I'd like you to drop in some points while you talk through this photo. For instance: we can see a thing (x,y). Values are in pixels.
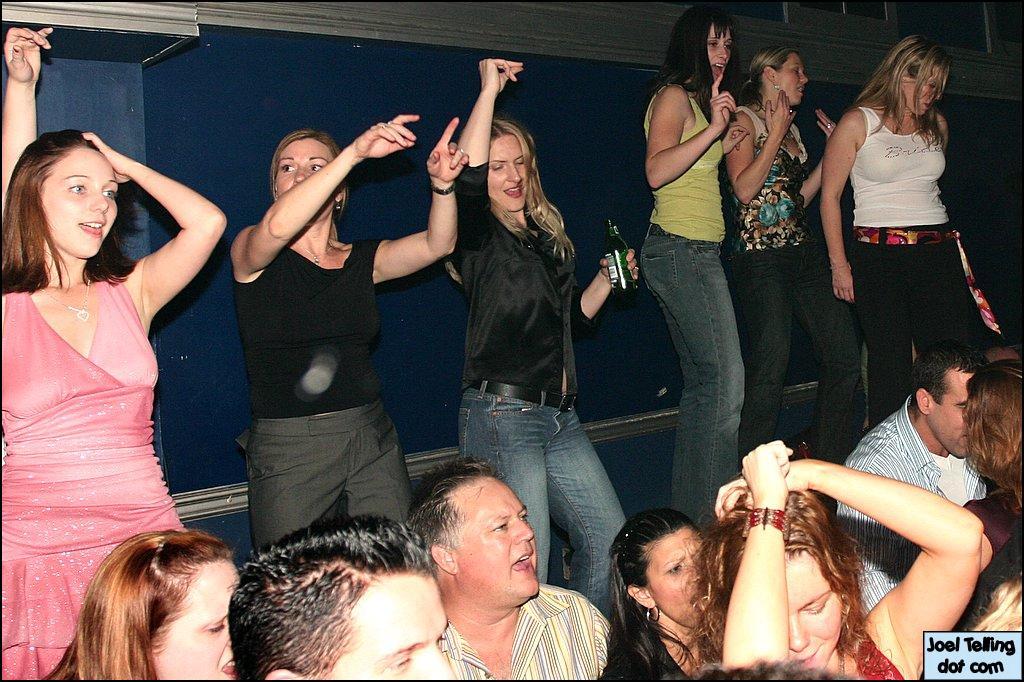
In this picture we can see a group of people (135,477) where some are standing and smiling and a woman (491,90) holding a bottle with her hand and in the background (385,104) we can see the wall (416,208).
